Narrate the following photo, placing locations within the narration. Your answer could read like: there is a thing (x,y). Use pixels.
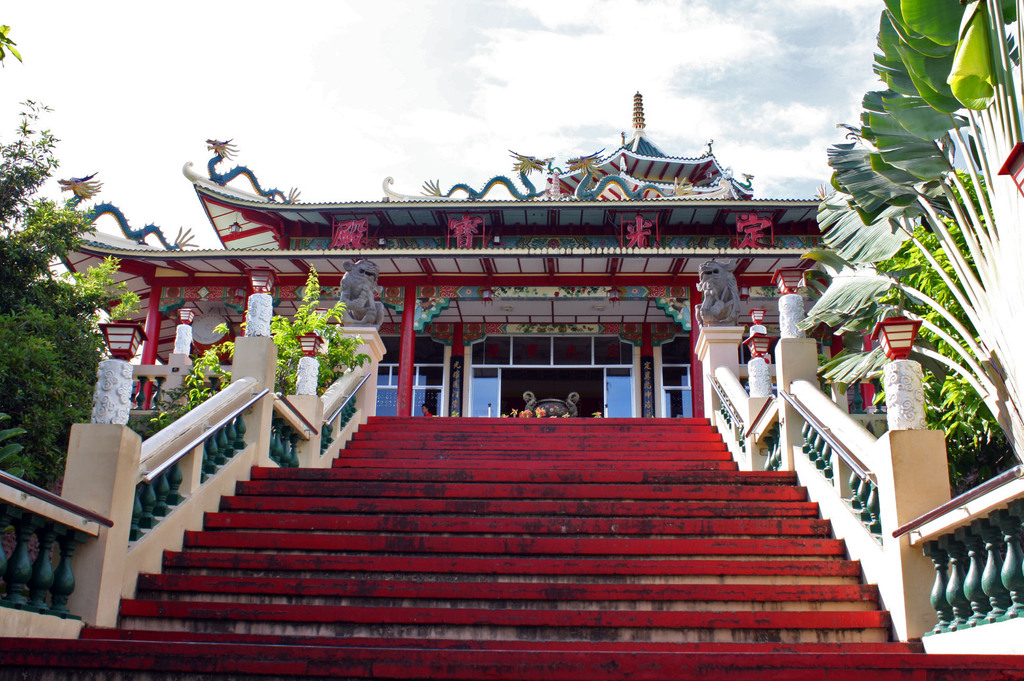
IN this image we can see a staircase (186,550) on which several lights (309,361) are placed. In the background (558,263) we can see a building (558,263), group of trees (11,182) and sky (331,101).
